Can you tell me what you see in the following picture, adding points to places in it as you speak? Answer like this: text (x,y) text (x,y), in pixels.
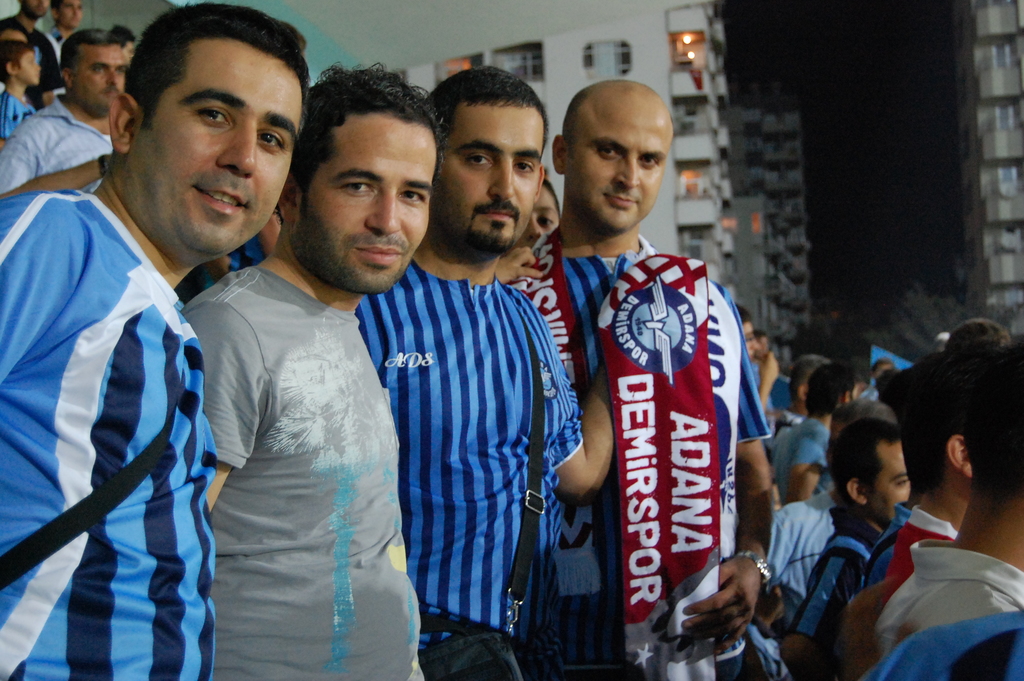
In this picture, there are four men (257,323) towards the left (173,333). All the men (448,354) are wearing blue t shirts (434,346), except the man (231,434) in the center (384,259) wearing a grey t shirt (262,479). One of the man (702,333) is holding a banner (698,428). Towards the right (812,503), there are people (876,567). In the background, there are buildings (655,86) and people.
